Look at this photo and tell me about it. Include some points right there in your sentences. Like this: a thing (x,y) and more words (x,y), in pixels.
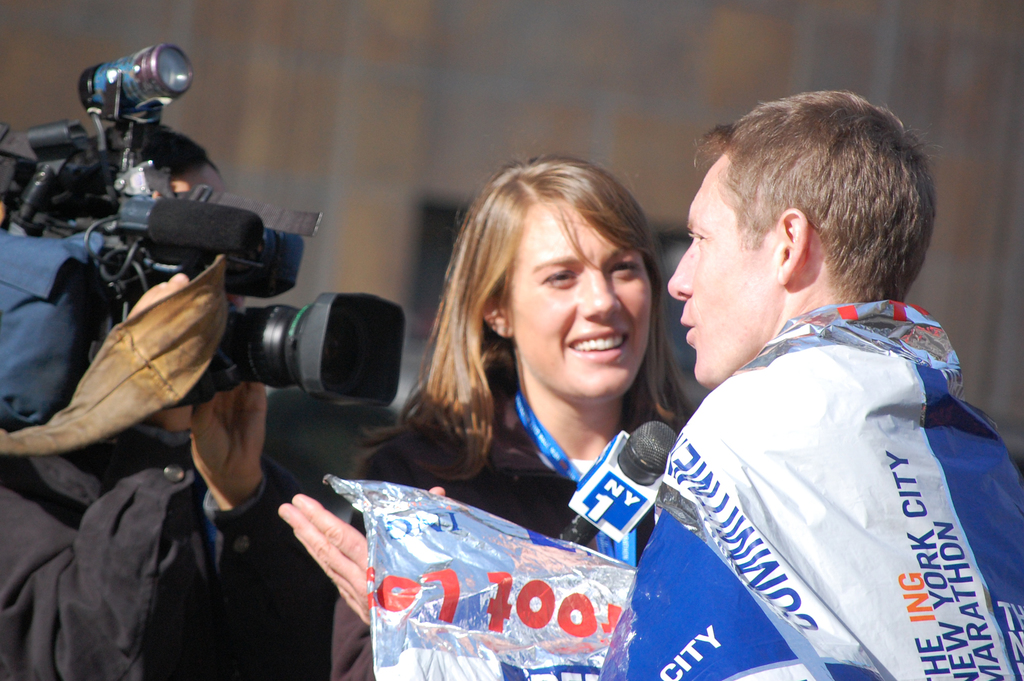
Here we can see a woman (616,205) and a man (799,651). She is holding a mike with her hand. And there is a person (62,664) holding a camera (265,308) her hands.
